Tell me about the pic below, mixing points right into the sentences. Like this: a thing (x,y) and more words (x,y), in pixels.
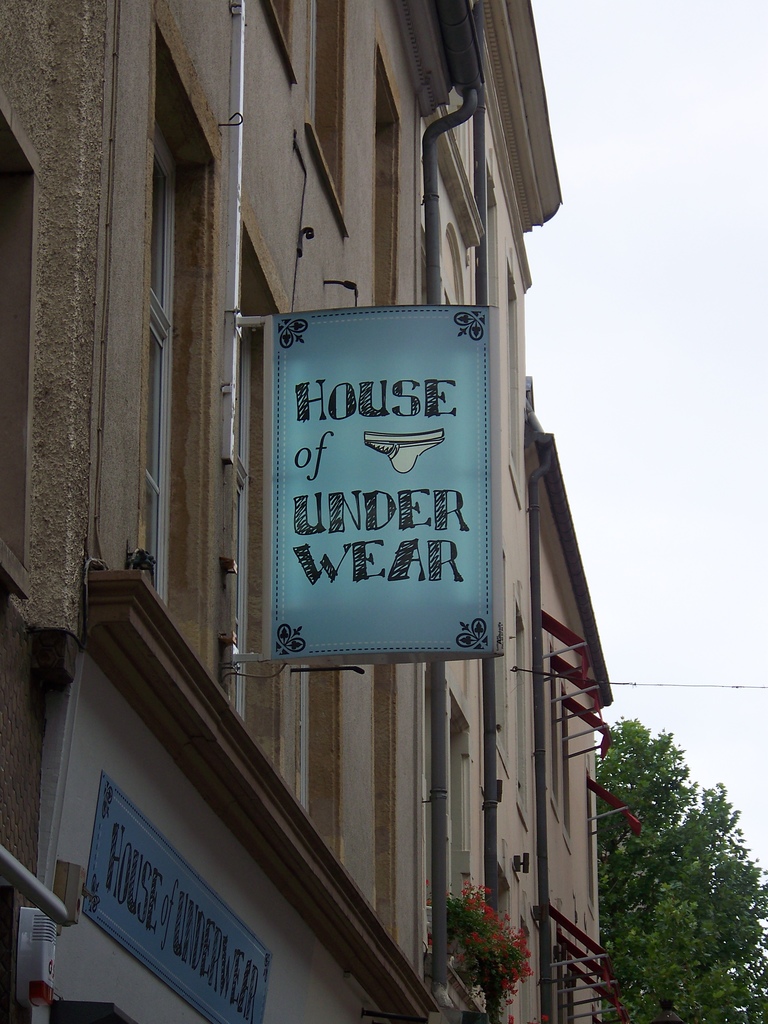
In this image we can see a blue color board (378,547) on which we can see some text (328,547), is fixed to the pole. Here we can see the pipes (442,764), windows (524,794) in the building (534,801), we can see plants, wires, trees (692,950) and the sky (639,534) in the background (636,365).
